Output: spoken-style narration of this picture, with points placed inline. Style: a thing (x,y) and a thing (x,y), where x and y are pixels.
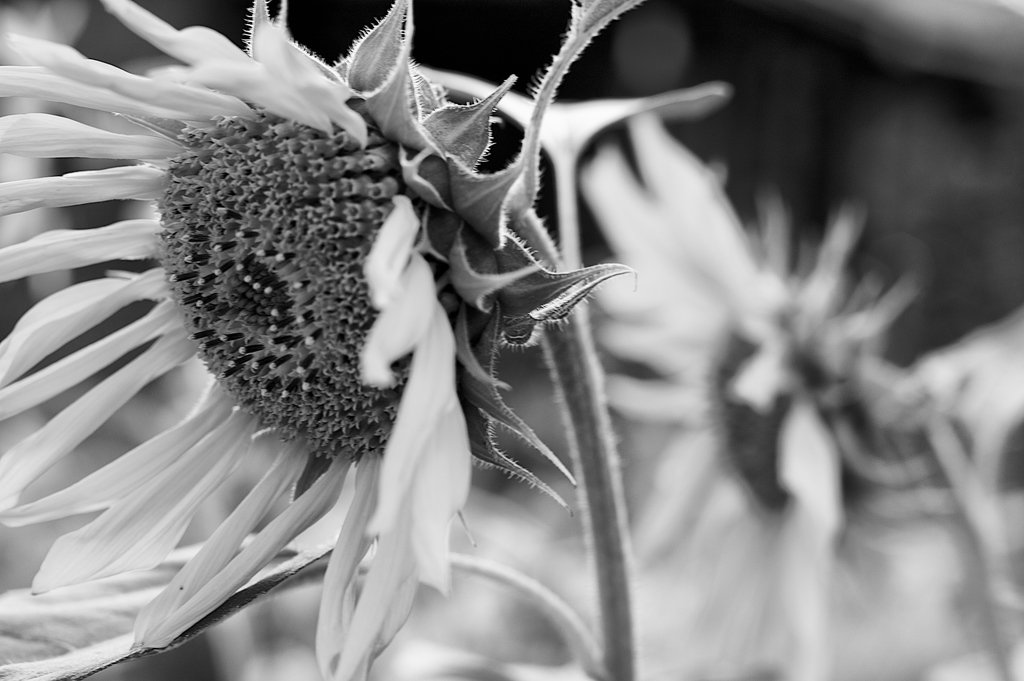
This is the black and white image and we can see few flowers (341,680) and in the background (921,152) the image is blurred.
